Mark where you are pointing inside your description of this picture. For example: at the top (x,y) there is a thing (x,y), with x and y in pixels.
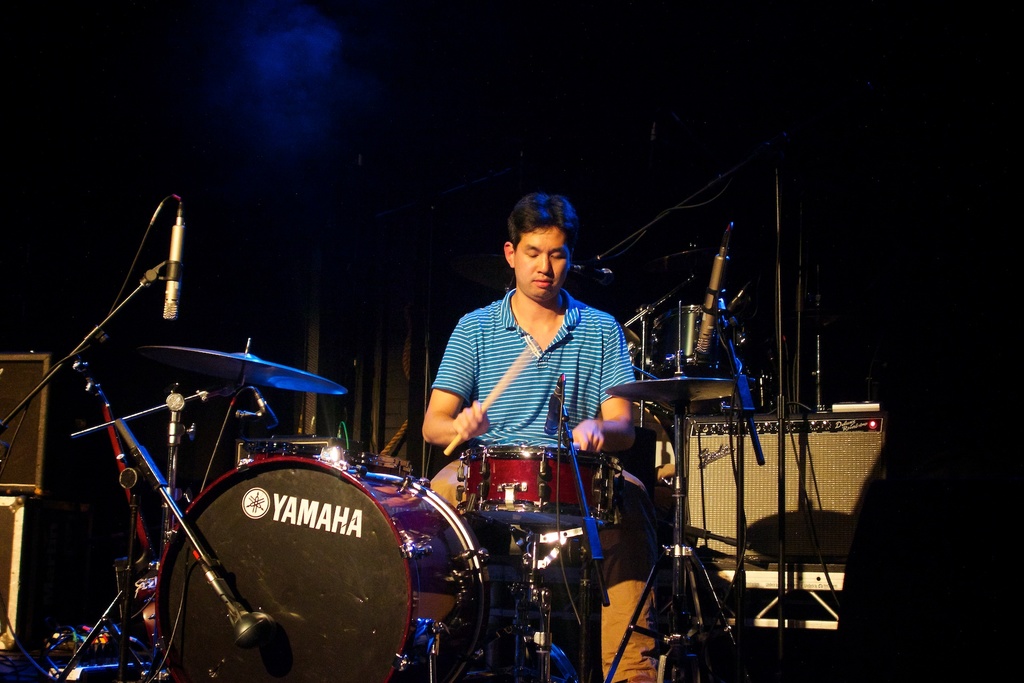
In the picture I can see a man (527,326) sitting on the chair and he is holding the drumsticks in his hands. He is wearing a T-shirt (620,376). I can see the snare drum musical arrangement (244,357) and microphones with stand (741,393) on the floor (827,663).
